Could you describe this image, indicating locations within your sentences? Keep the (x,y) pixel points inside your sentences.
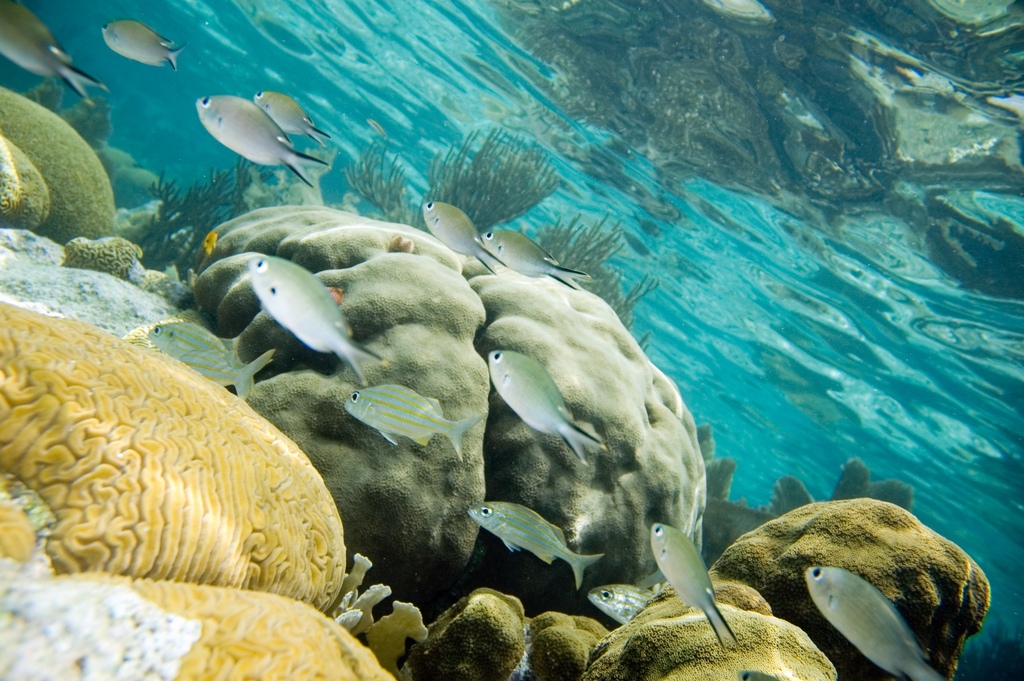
As we can see in the image there are fishes (497,240) in water (347,94). There are rocks (454,316) and grass (486,186).
